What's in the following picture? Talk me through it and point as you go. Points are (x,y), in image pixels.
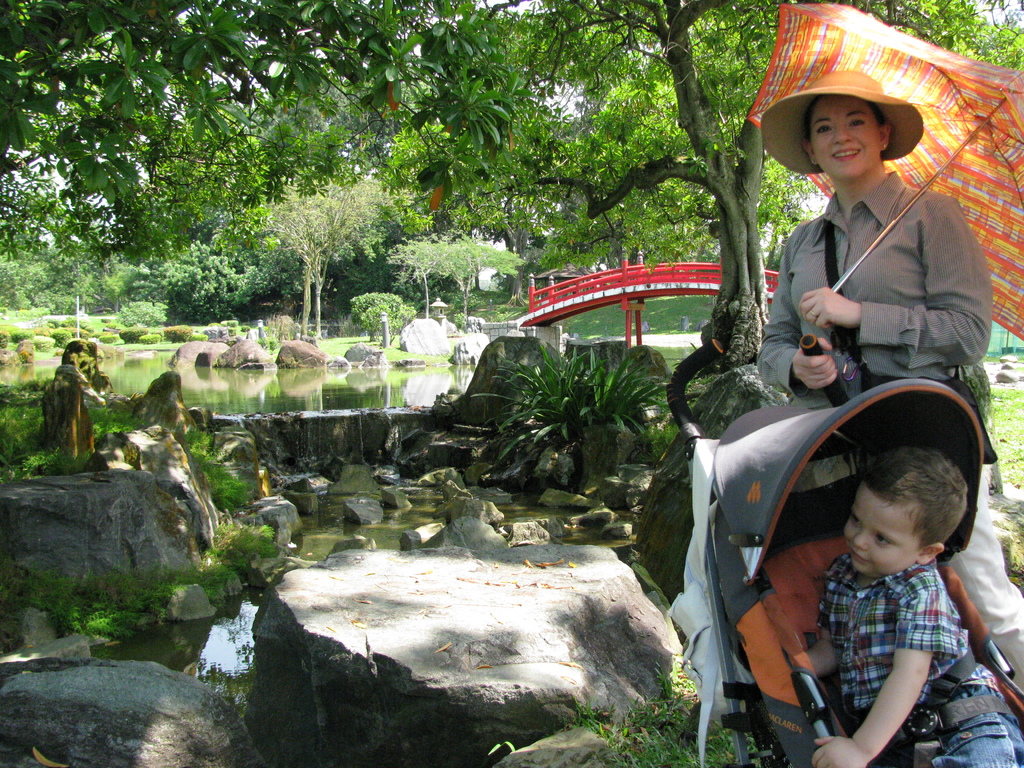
In this image we can see a kid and a woman (862,246), the kid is sitting on the chair (727,505) and the woman (853,227) is standing and holding an umbrella (859,263), we can see there are some trees (297,299), stones (513,523), rocks (349,516), plants (566,397), grass (196,450) and water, in the background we can see the sky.
